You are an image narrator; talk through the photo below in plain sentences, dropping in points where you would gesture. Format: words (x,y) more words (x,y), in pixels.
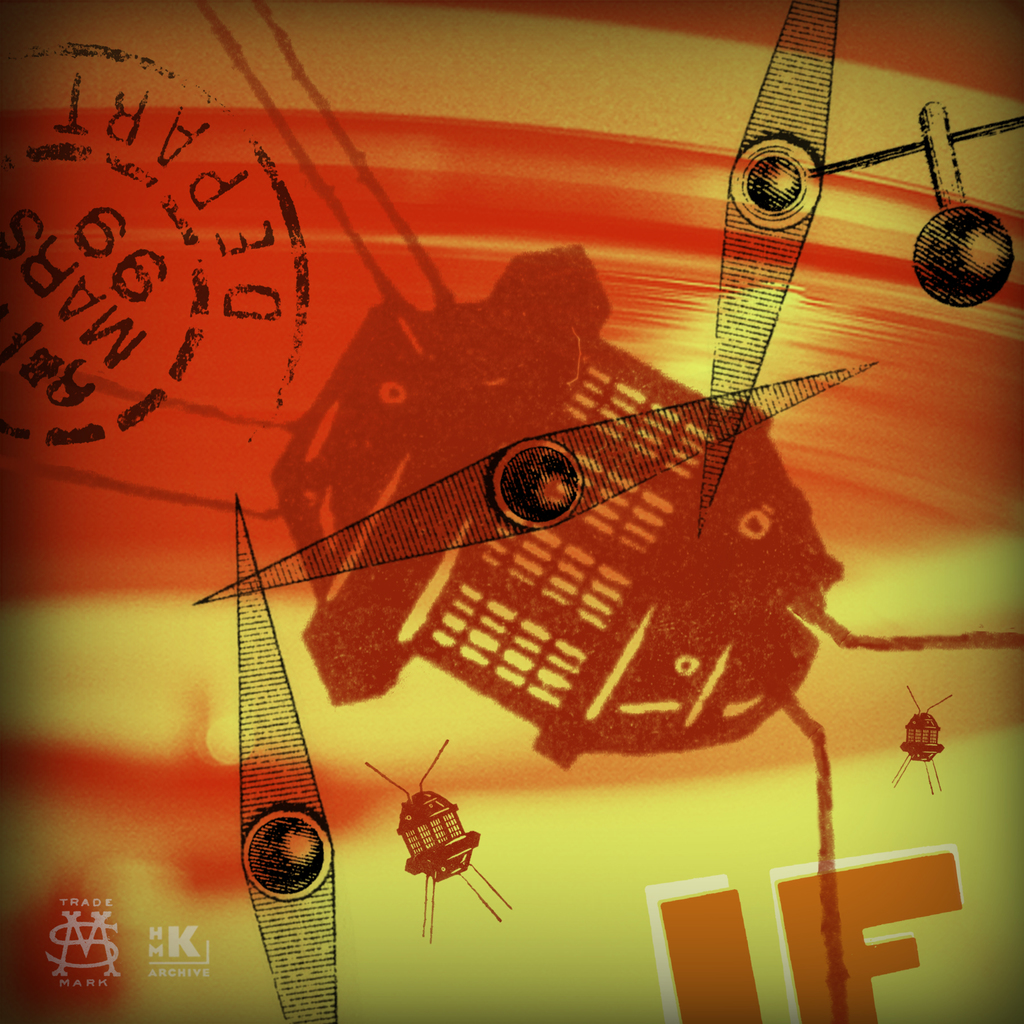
In this picture we can see the stamp seal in the top left (125,171). We can see the logo (106,962), some text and a few objects (522,566).
